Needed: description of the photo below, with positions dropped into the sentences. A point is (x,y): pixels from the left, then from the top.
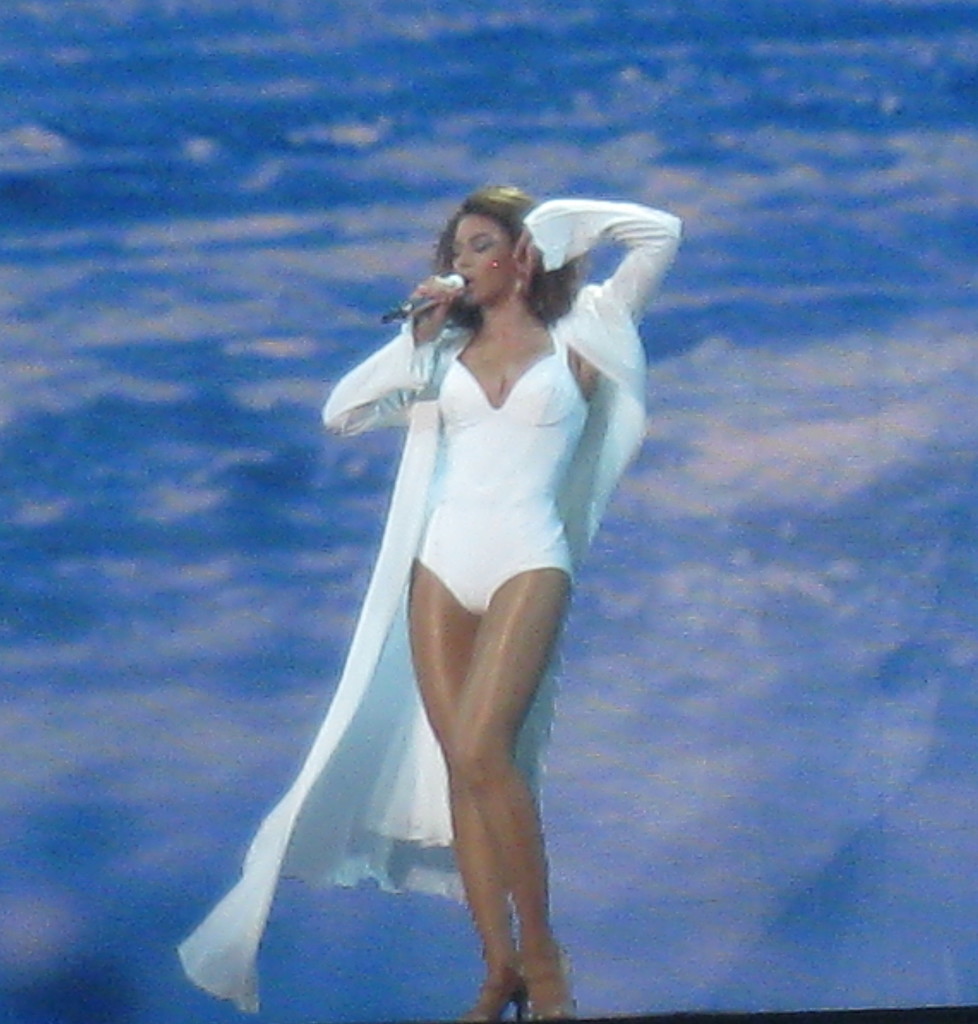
In this picture there is a woman (529,576) with white dress (467,398) is standing and holding the microphone (416,303) and she is singing. At the back (740,110) there is a blue and white background (163,646).
